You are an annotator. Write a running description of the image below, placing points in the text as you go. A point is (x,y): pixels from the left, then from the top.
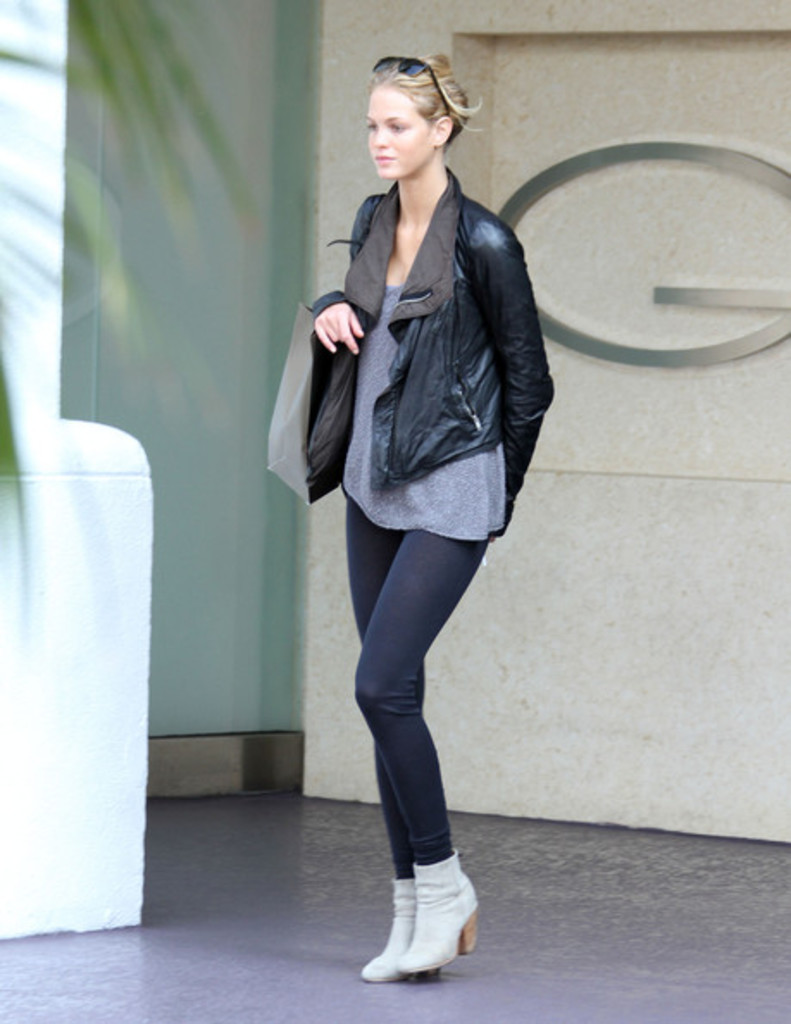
In this image in front (237,963) there is a person (416,766) standing on the floor (677,922). Behind her there is a wall (589,309). In front of her there is a tree (84,34).
